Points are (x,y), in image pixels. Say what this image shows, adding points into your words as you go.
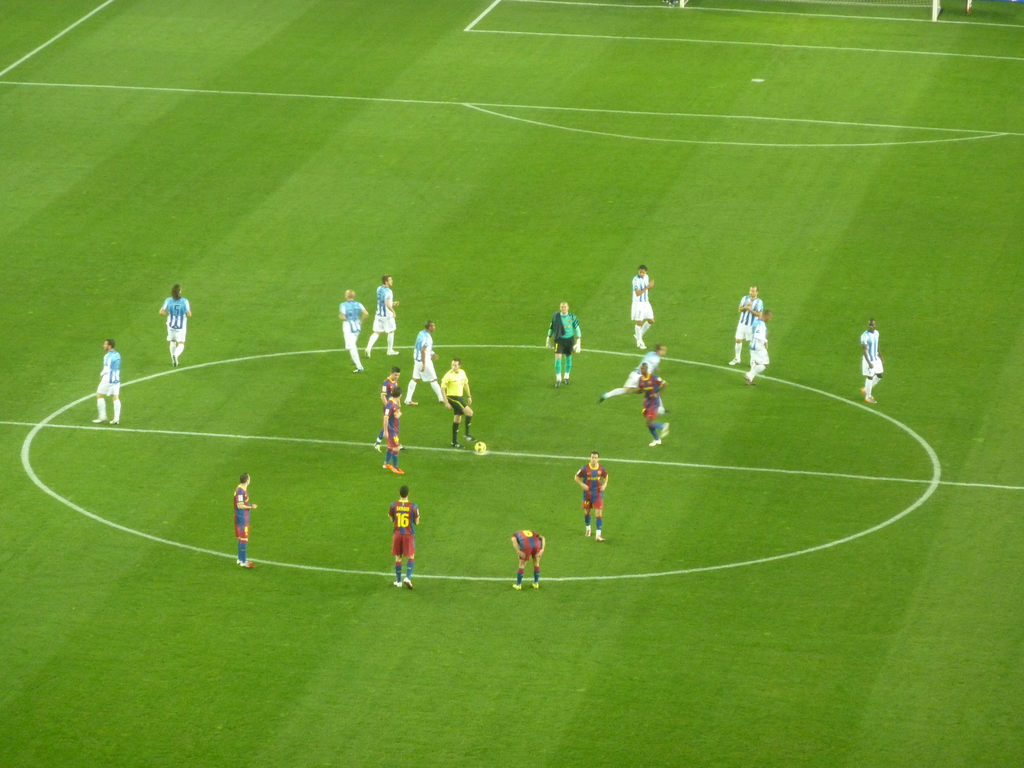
This image is taken in a playground (476,688) and in this image we can see few persons (167,301). Ball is also visible in this image.
